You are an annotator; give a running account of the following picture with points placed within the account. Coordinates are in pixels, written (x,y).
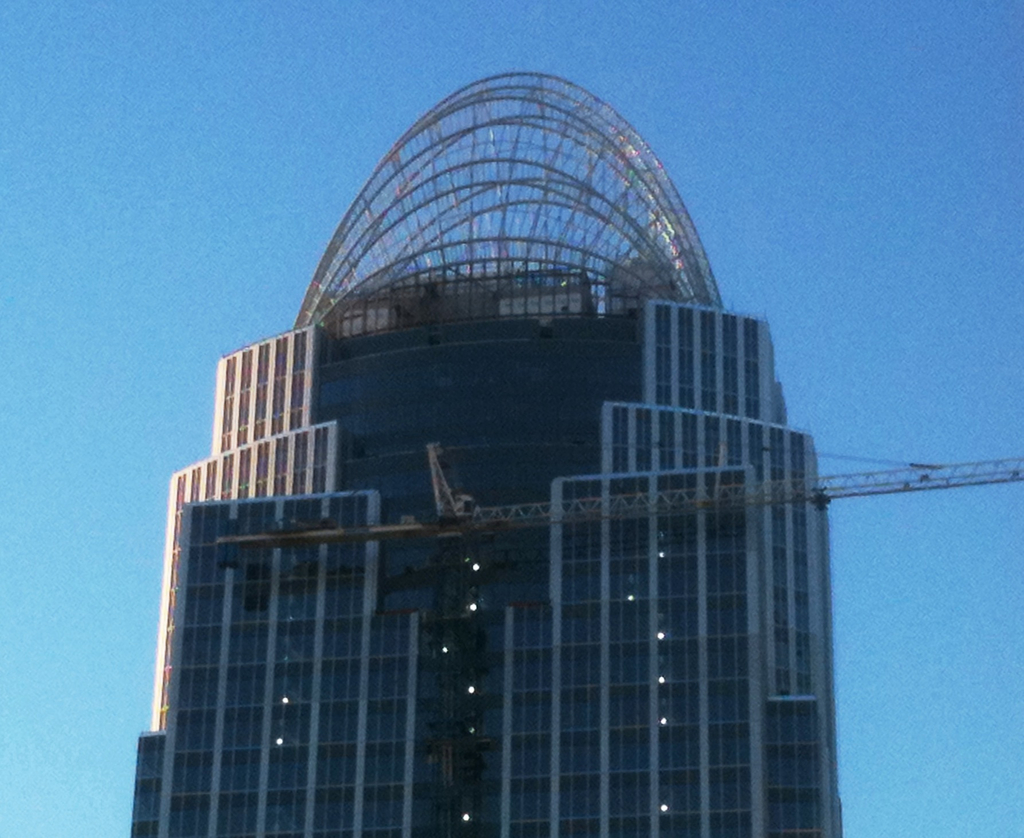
In the middle of this image (402,401), there is a building (591,651) having windows (280,763). In front of this building (665,450), there is an object (457,535). In the background (523,22), there is the sky (289,56).
